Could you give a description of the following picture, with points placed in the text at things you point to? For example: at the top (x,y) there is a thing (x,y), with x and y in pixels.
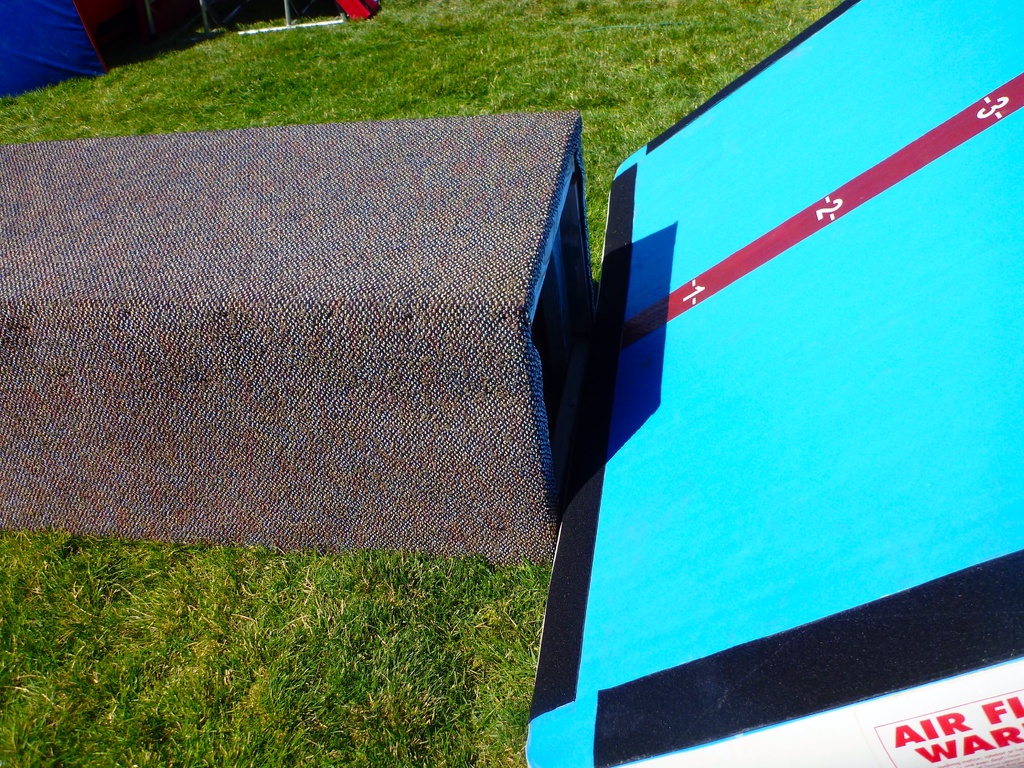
In this image I can see a blue, black and red color board (835,309). In front (333,245) I can see a box (343,185) and green grass (332,620). Numbers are on the board (885,345). Back Side I can see few objects (93,21).
